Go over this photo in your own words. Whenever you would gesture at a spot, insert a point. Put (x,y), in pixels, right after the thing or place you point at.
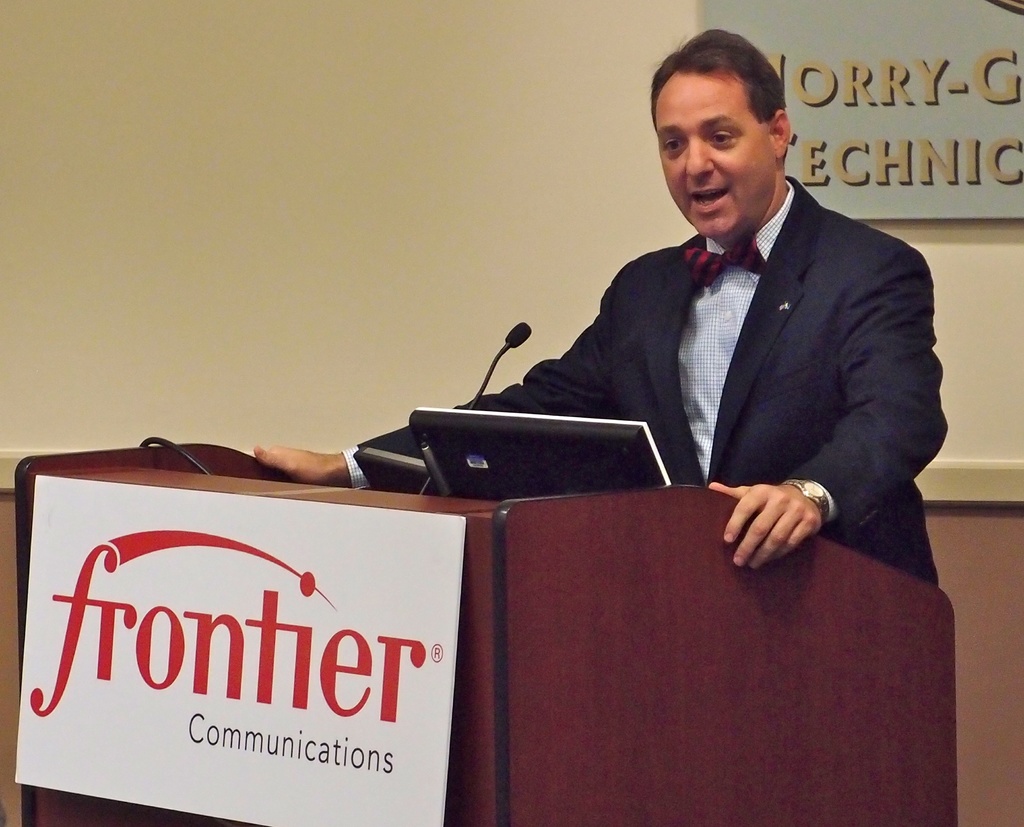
In this image, we can see a man (814,325) standing and wearing a coat (805,317) and a tie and there is a monitor (546,460) and a mic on the podium (576,604) and we can see a board (81,656). In the background (902,138), there is a board (866,142) with some text (886,94) on the wall (929,466).
